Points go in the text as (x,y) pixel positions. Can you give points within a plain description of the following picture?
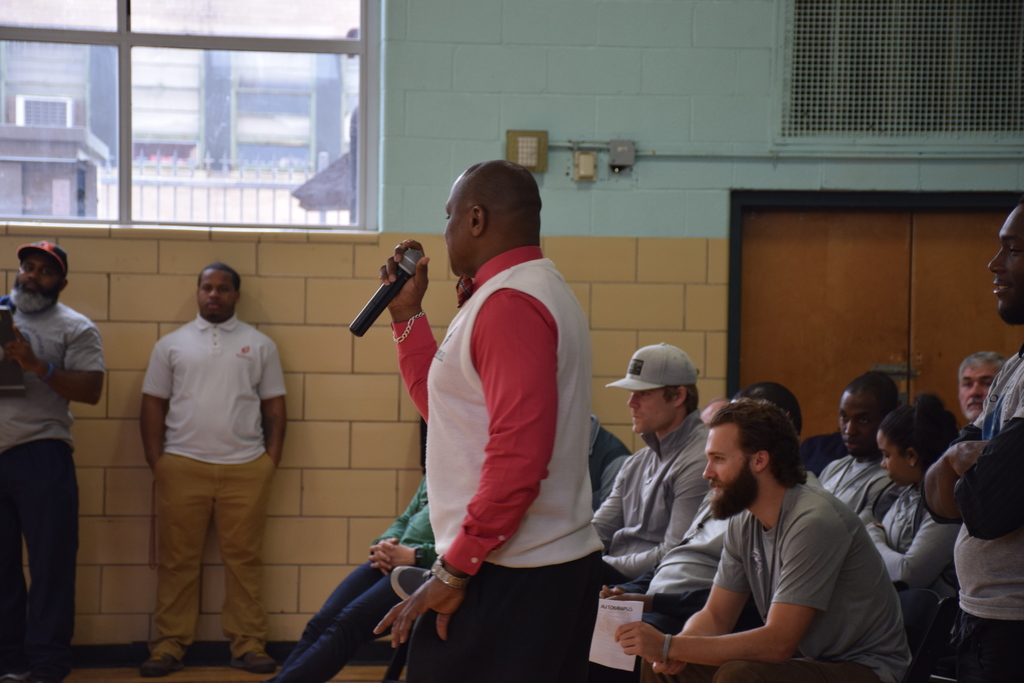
In this image we can see people (663,496) sitting on the chairs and some are standing on the floor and one of them is holding a mic (400,268) in the hands (445,591). In the background (161,147) we can see buildings (340,124), grills (192,157), electric shafts (545,163), pipeline (741,156) and a window (161,147).
